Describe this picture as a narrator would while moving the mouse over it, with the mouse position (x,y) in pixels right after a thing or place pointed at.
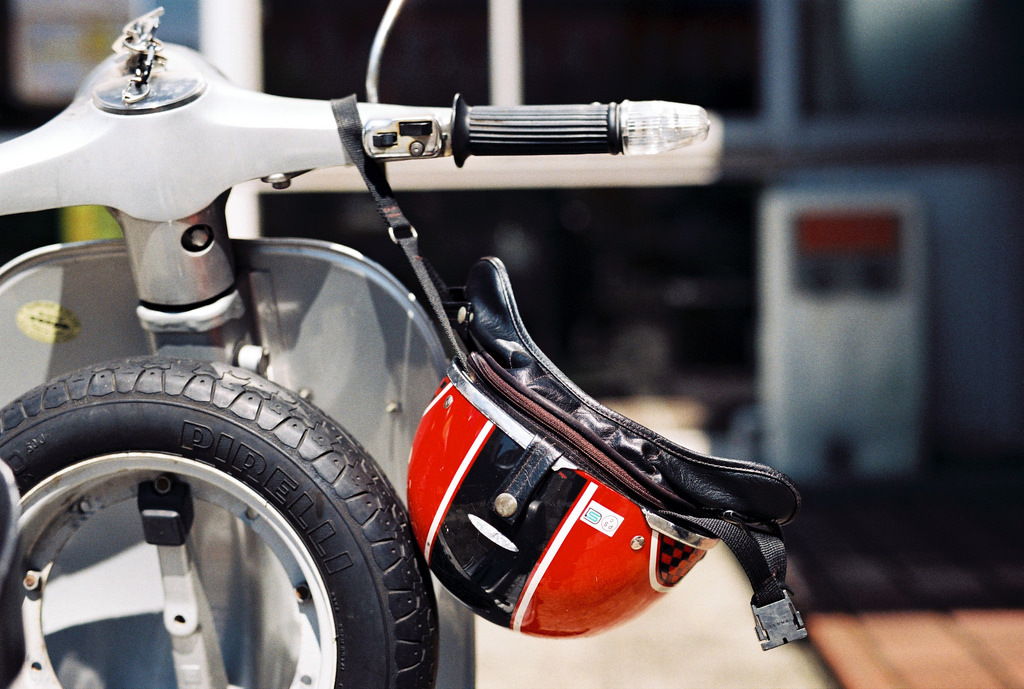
In this image, we can see a scooter (400,299), tyre (278,429) and helmet (490,409). In the background (799,428), image is blurred.
